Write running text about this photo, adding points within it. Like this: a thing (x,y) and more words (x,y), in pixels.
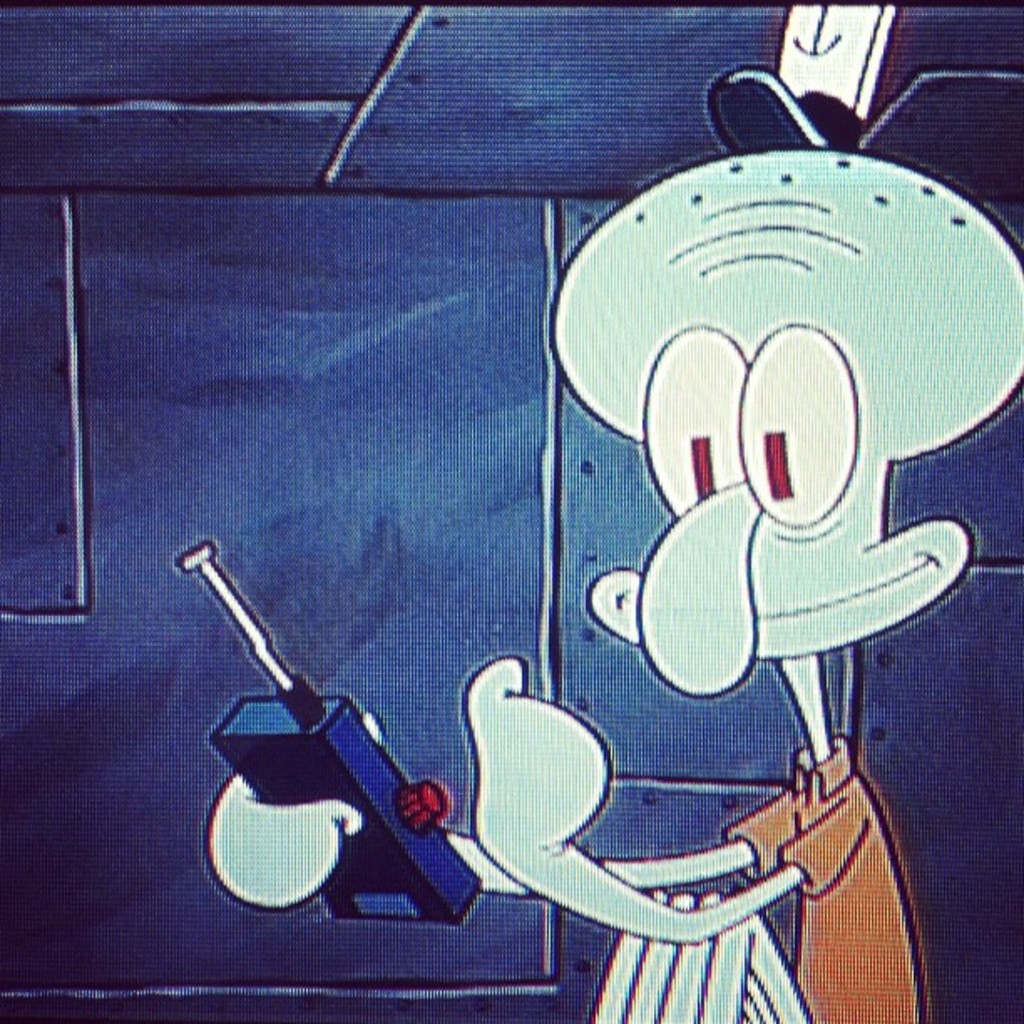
This is an animated image. We can see a cartoon toy (681,427) holding some object (355,750). We can also see the background (369,322) and the roof (349,163).
